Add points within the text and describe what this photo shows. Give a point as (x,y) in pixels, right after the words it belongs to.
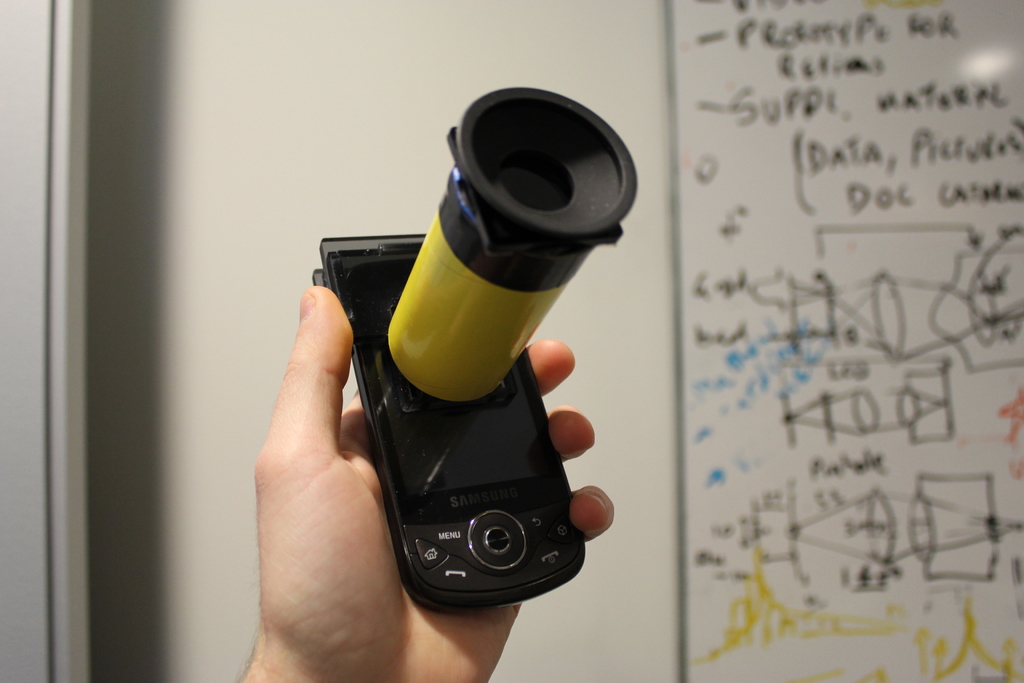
In this picture we can see a person (363,546) is holding a mobile (415,531), in the background (800,155) we can find a board (811,348).
